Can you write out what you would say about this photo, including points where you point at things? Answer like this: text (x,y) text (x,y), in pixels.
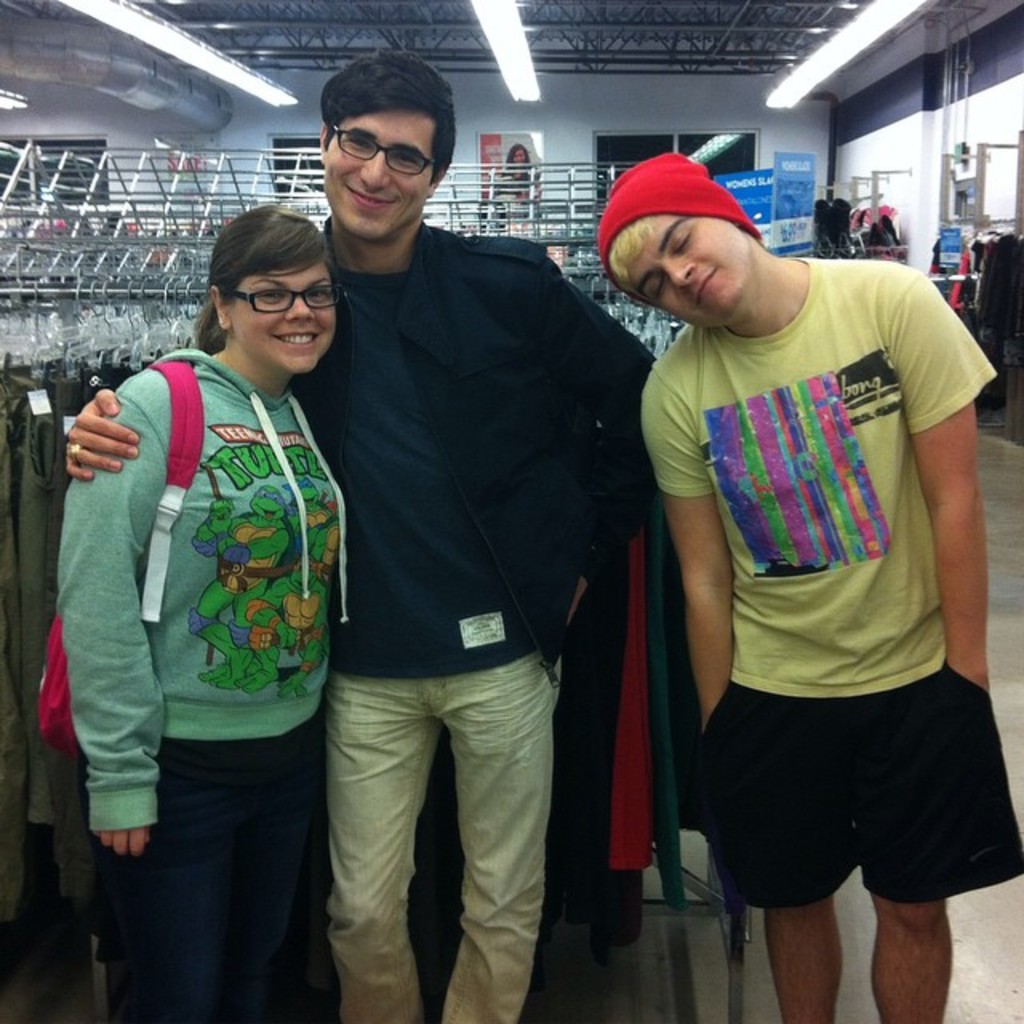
In this image I can see on the left side (219,458) a woman (298,602) is standing, she wore sweater (250,638), trouser (246,828) and a bag (161,535), smiling. In the middle (472,596) two men (524,487) are standing and smiling. At the top (827,59) there are lights (815,67).
